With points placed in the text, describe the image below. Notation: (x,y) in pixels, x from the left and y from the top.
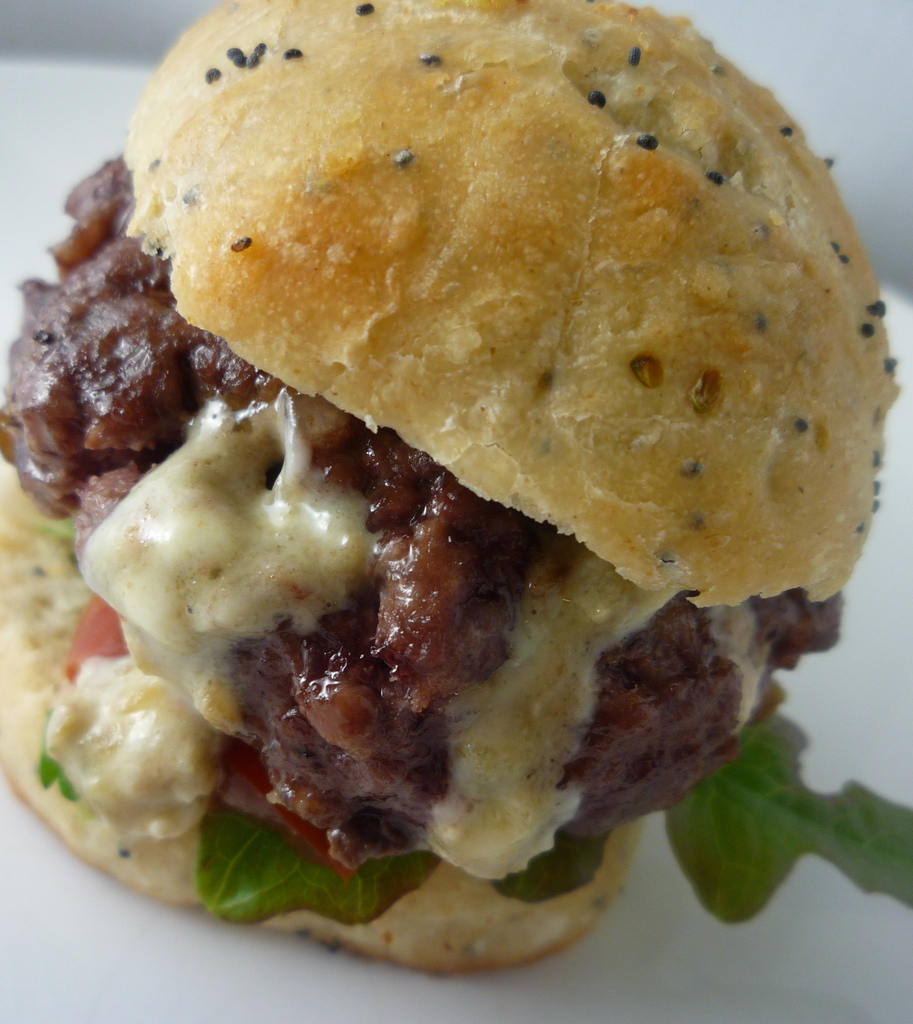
In this image, I can see a burger (584,374). This burger (497,371) is made of bread (513,400), patty (513,538), cheese (200,607), spinach (732,815) and few other ingredients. The background (66,69) looks white in color.
